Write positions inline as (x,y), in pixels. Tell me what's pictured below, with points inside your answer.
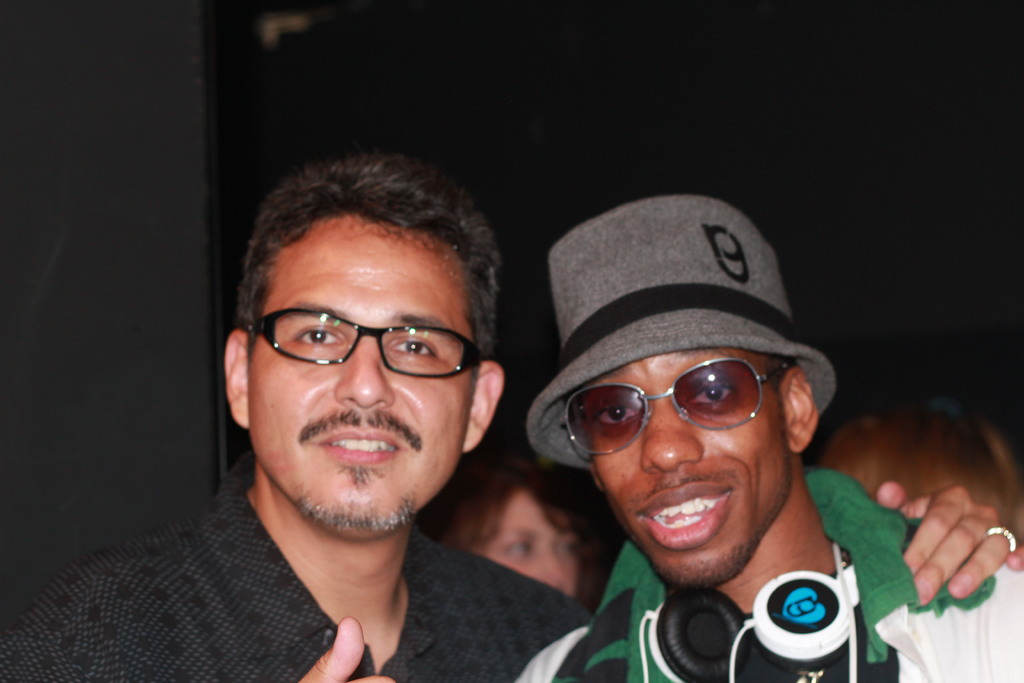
In the foreground of this image (679,426), there are two men (675,434) posing to a camera. Behind them, there are two people (889,435) in the dark.
